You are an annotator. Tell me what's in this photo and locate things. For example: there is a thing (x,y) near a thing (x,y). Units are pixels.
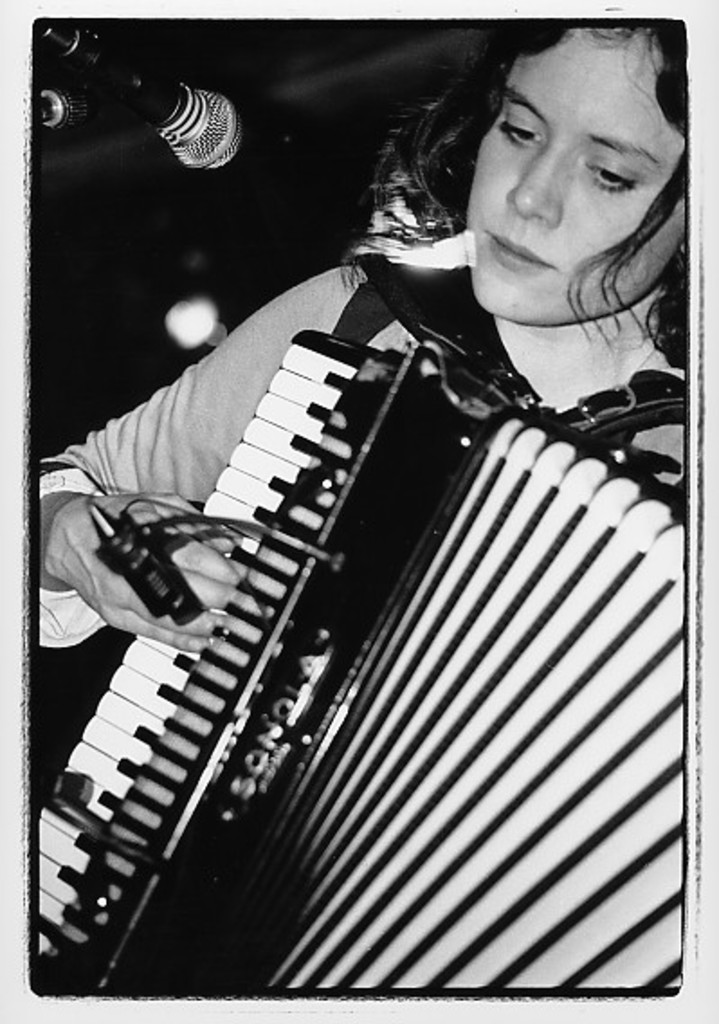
This is a black and white image, we can see a lady (478,260) holding musical instrument (295,613), and some object (216,533), we can see microphone (75,97), pole (56,106), and the dark background with some lights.
